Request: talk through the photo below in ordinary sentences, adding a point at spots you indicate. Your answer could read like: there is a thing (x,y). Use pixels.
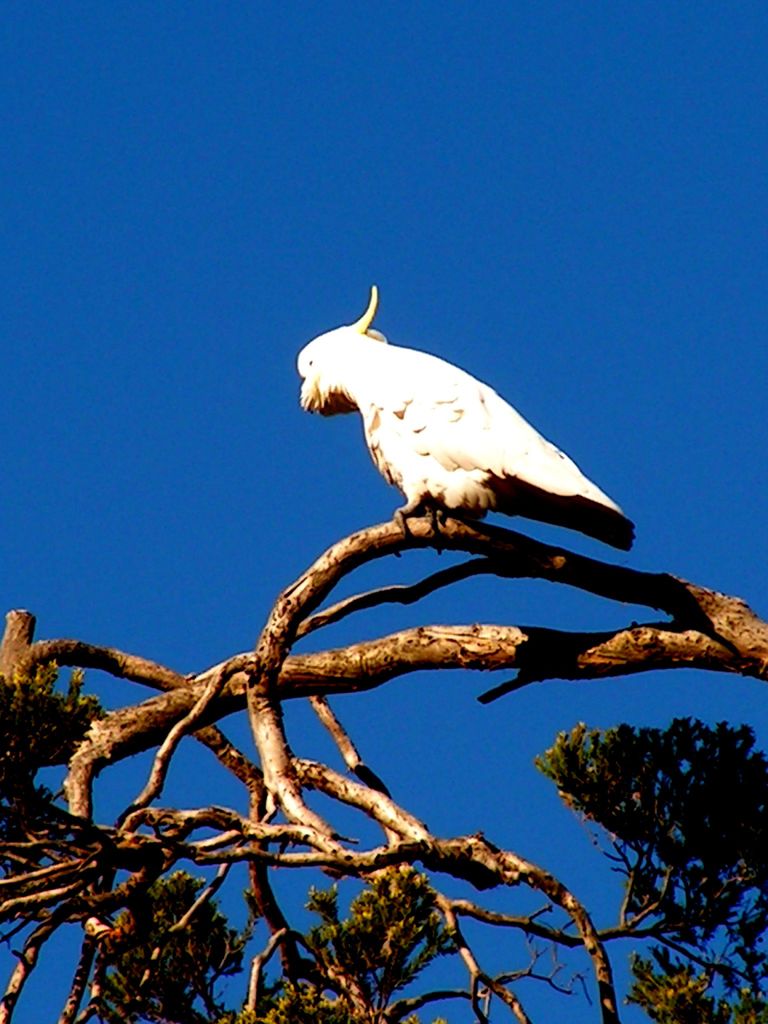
In the center of the image (390,368) we can see a bird (357,327) on the tree (154,778). In the background (301,479) there is sky (345,178).
